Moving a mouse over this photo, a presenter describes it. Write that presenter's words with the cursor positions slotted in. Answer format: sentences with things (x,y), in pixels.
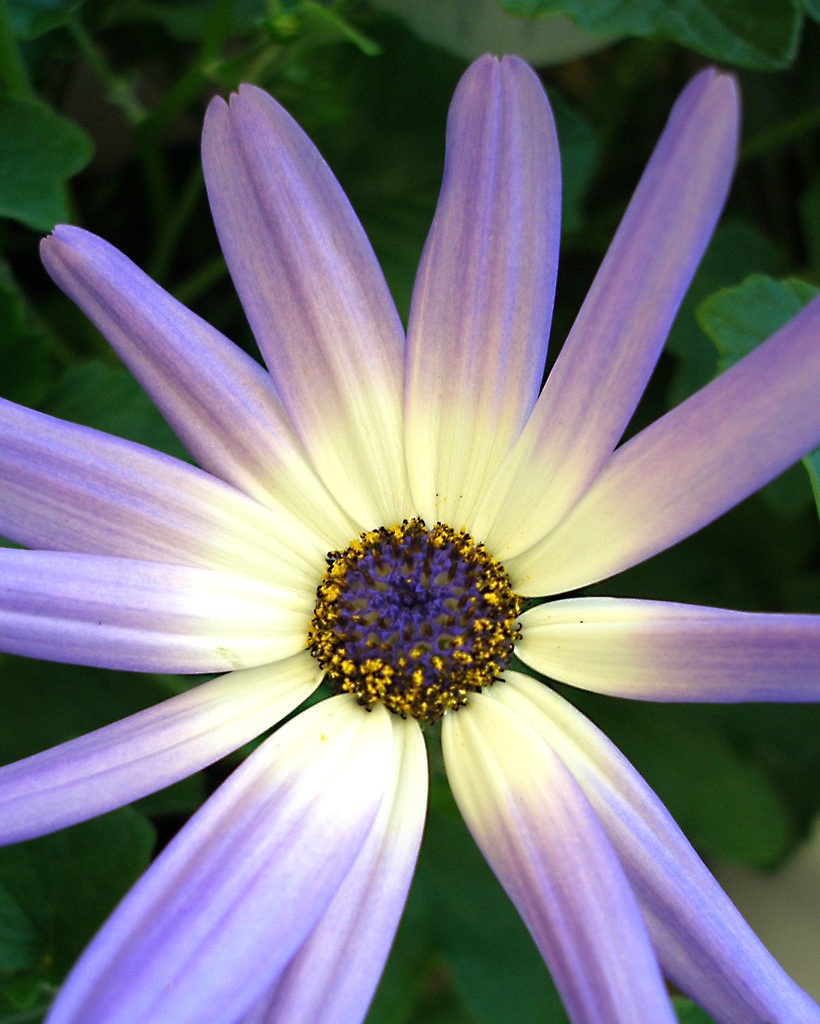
In this image in the center (494,572) there is one flower (594,448), and in the background (353,185) there are some plants (57,138).
